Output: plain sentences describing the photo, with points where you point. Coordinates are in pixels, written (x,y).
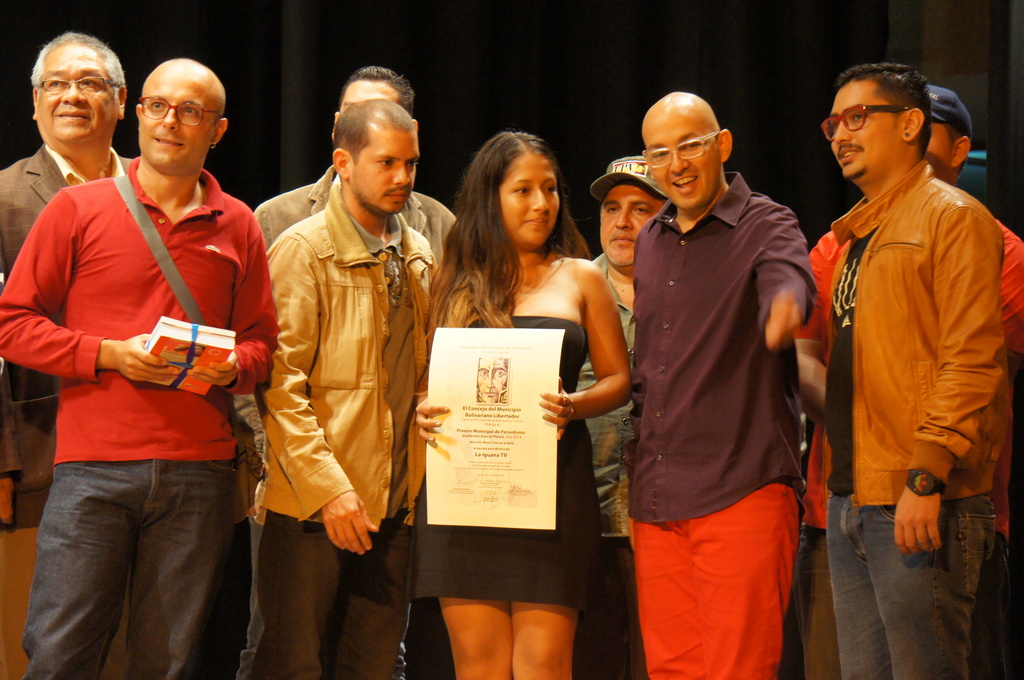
There are many people (361,243) standing. Some are wearing specs (156,99). Two persons (636,218) are wearing cap (957,108). One lady (557,253) is holding a paper (446,394) in the hands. One person (135,356) is holding books (189,330). In the background (308,81) it is black.
